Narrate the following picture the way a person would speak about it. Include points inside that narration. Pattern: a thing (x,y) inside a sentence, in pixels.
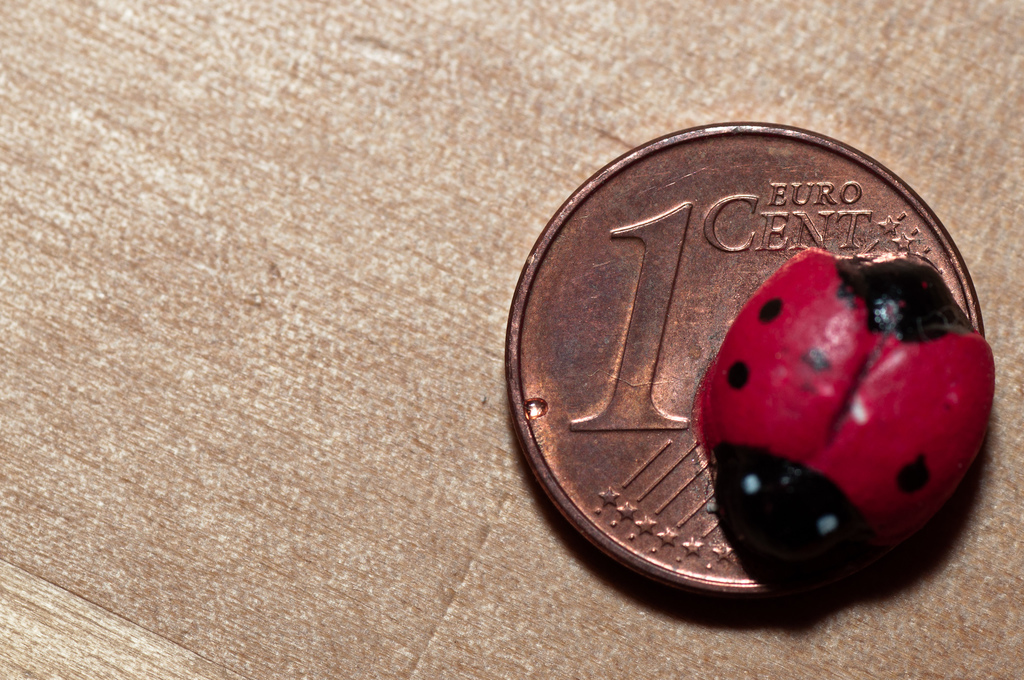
In this picture we can see a coin (650,433) and a bug (816,394).
